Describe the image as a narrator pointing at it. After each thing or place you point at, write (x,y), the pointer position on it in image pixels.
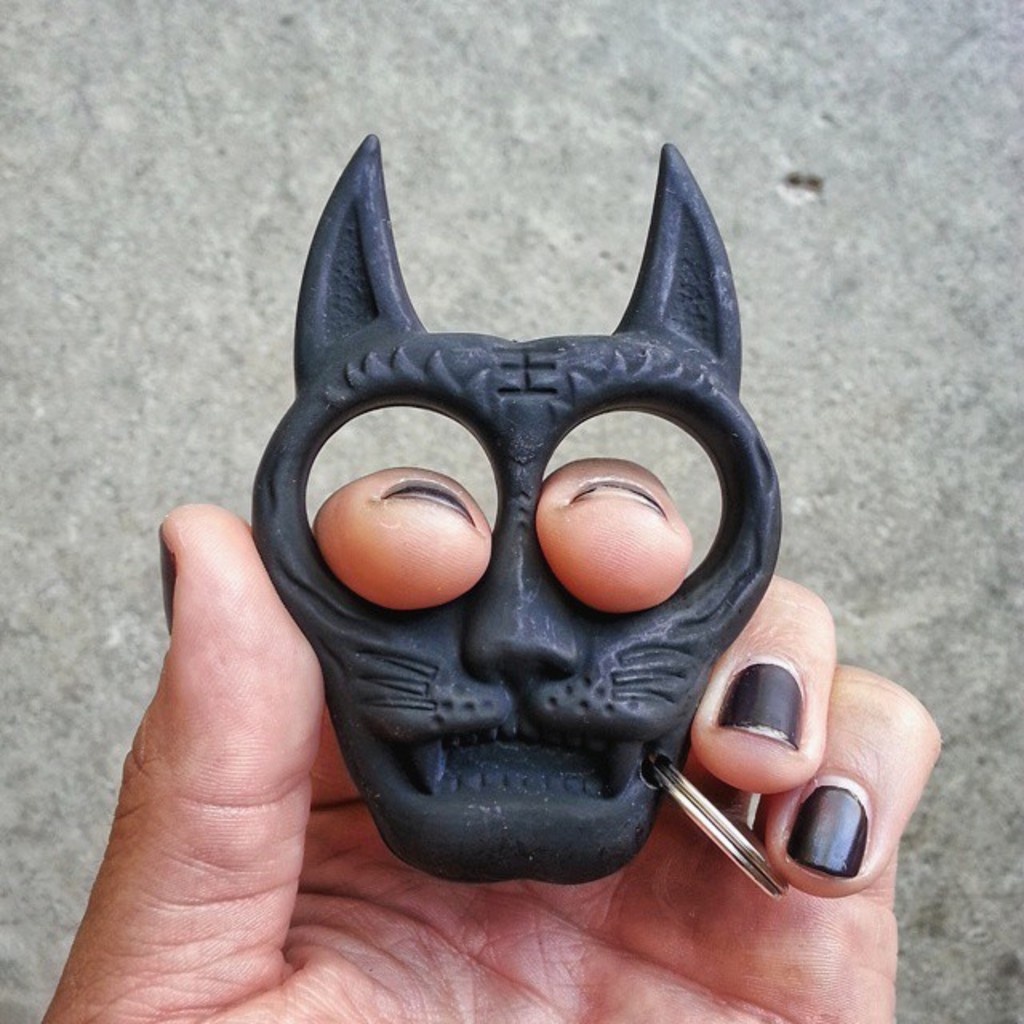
In this image we can see keychain (525,448) in person's hand (235,869).
